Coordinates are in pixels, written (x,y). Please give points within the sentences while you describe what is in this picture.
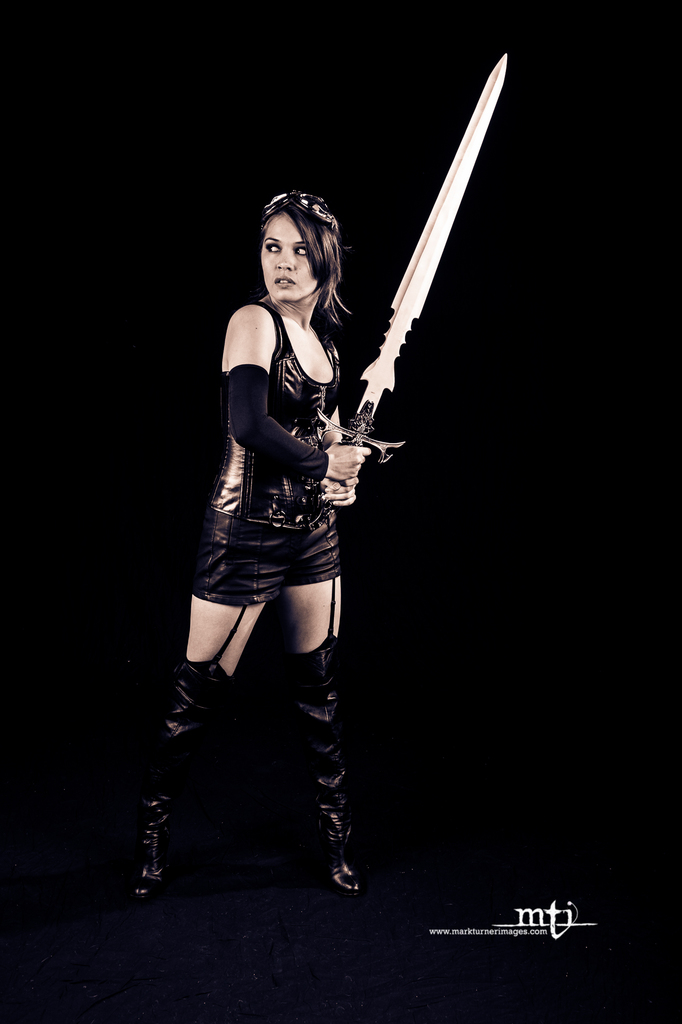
There is a woman (253,317) standing and holding a sword (338,480). In the background (345,35) it is dark. In the bottom right side of the image (536,906) we can see text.
